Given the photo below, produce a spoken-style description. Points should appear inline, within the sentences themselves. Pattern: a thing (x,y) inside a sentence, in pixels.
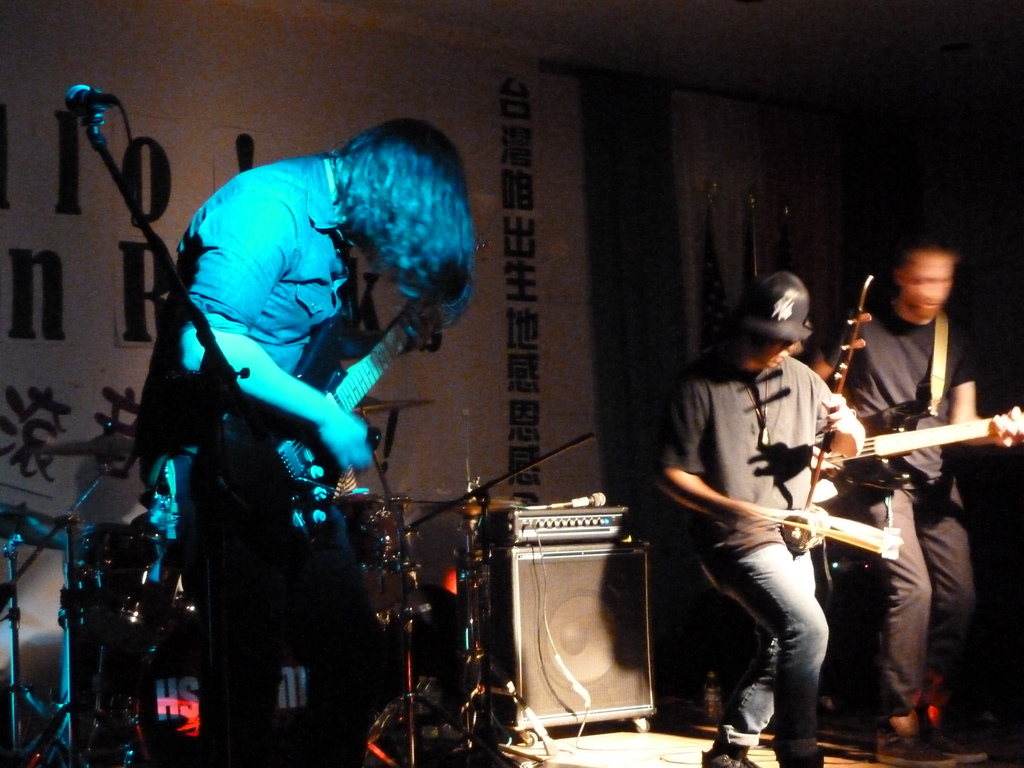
In this image I can see three people (716,509) and these three people (682,480) are playing musical instrument (300,513). At the back (441,114) there is a banner (506,86) and the flags (714,274).
